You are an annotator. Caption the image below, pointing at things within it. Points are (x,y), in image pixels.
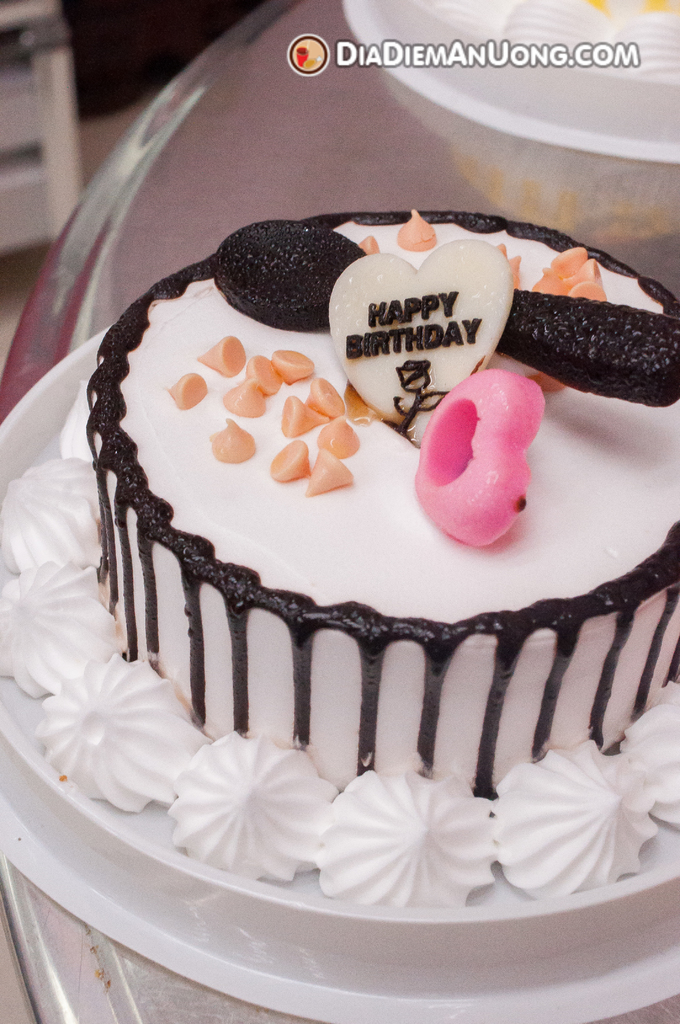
In this image we can see two cakes (468,442) on the table (265,195).
